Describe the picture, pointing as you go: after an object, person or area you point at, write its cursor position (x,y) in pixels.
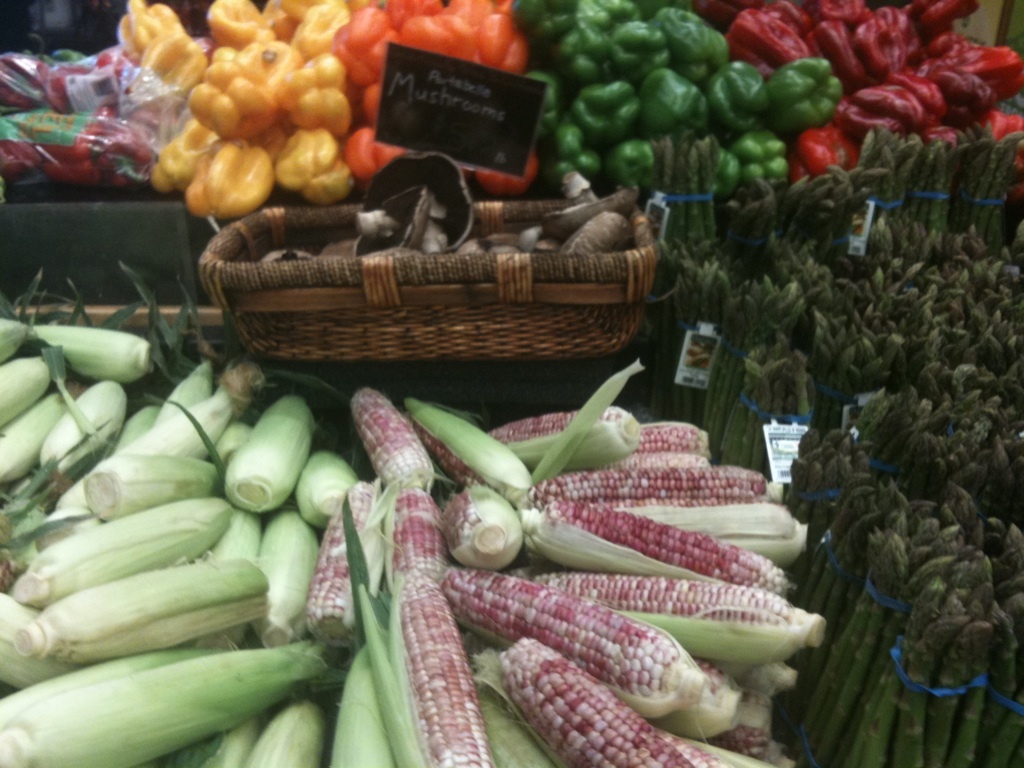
In this image I can see different types of vegetables (254,163) may be kept on the table (276,194) in a bulk, board (492,112) and a basket (496,322). This image is taken may be in the market (643,465) during a day.
